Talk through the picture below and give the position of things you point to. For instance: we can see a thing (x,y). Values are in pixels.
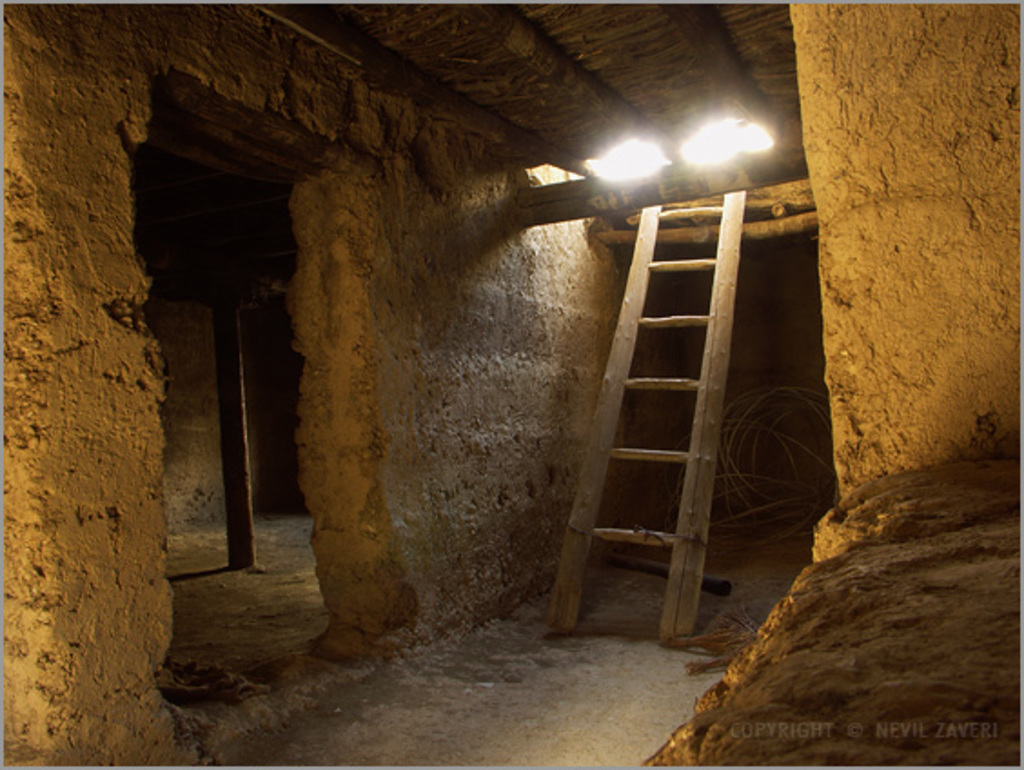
In this image we can see an inner view of a building (341,307) containing a ladder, a wooden pole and some wires (757,460) on the ground (439,720).
